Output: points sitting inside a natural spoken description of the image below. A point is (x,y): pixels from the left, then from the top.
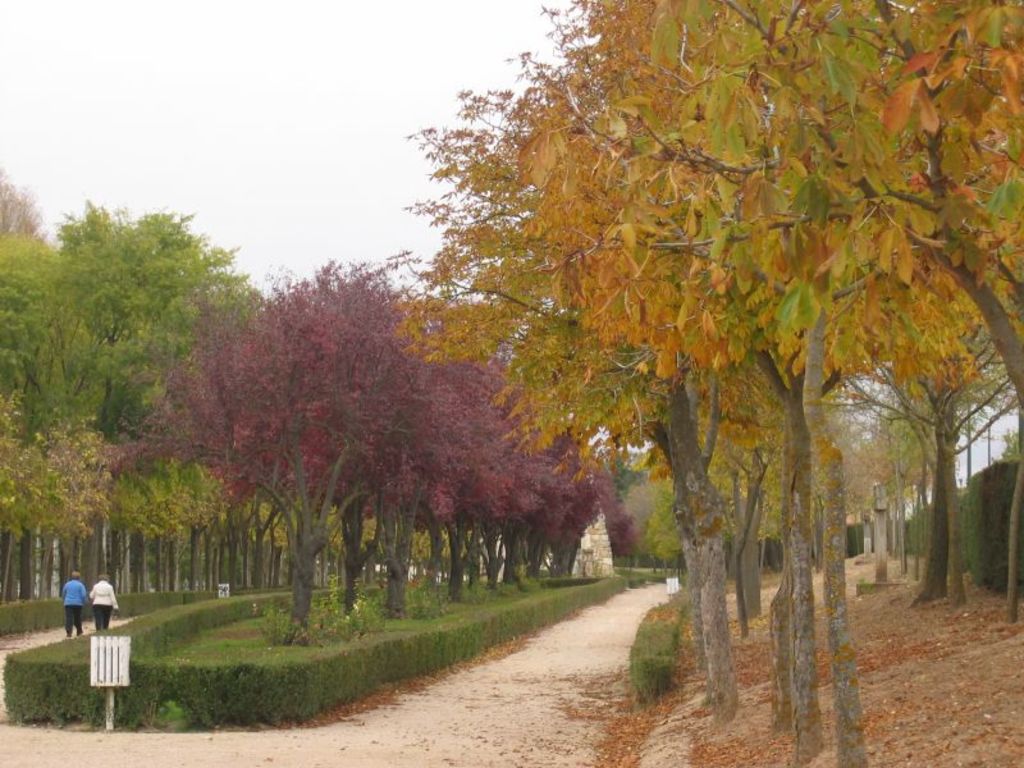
In this image there is the sky (327,119), there are trees (334,495), there are trees (829,176) truncated towards the top of the image (768,96), there are trees (811,187) truncated towards the right of the image (892,189), there are trees (46,359) truncated towards the left of the image (11,336), there are plants (479,609), there are boards (123,662), there is a plant (967,541) truncated towards the right of the image (995,492), there are two persons (107,608) walking.
